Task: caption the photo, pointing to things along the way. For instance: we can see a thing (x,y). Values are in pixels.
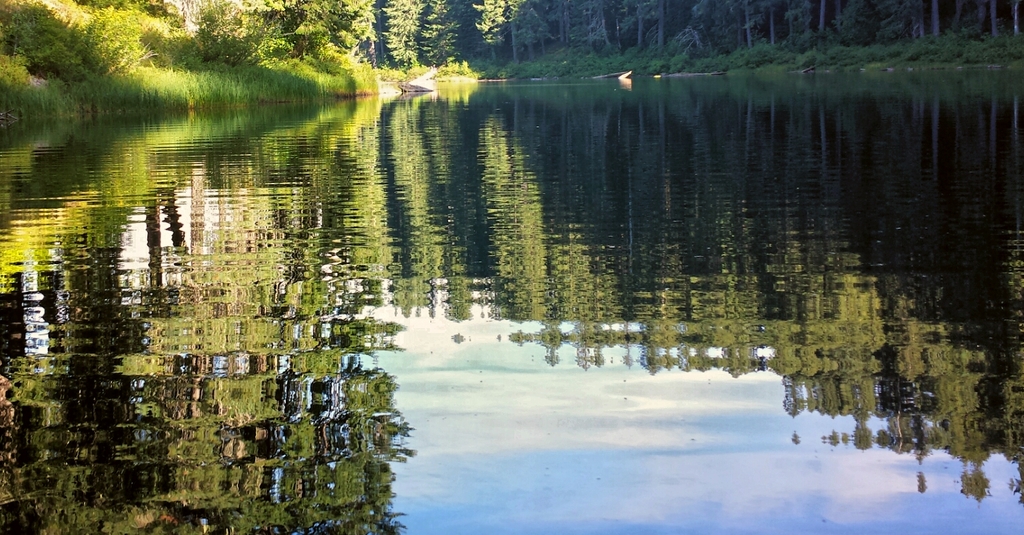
In the center of the image (467,290) we can see water (505,182). On the water (505,182), we can see reflections (632,145) of the trees (515,7). In the background (496,43), we can see trees (967,22), plants (77,29), one boat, water (365,106) etc.
